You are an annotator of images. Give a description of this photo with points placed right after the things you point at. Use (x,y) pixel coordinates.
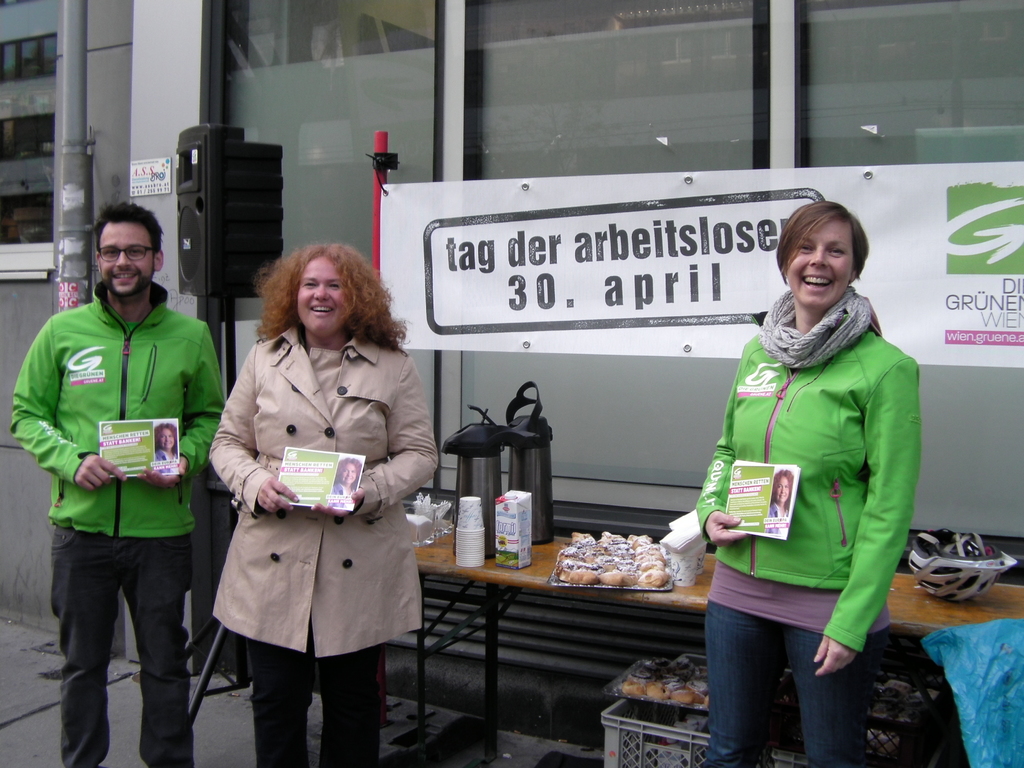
In the middle of the image (346,410) few people (713,614) are standing and smiling and holding some posters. Behind them there is a table (906,594), on the table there are some cups (478,508) and flasks (531,416) and food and bowls (443,508). Behind the table (994,594) there is a wall (983,4), on the wall (373,82) there is a banner (497,261) and there is a speaker (234,178).
